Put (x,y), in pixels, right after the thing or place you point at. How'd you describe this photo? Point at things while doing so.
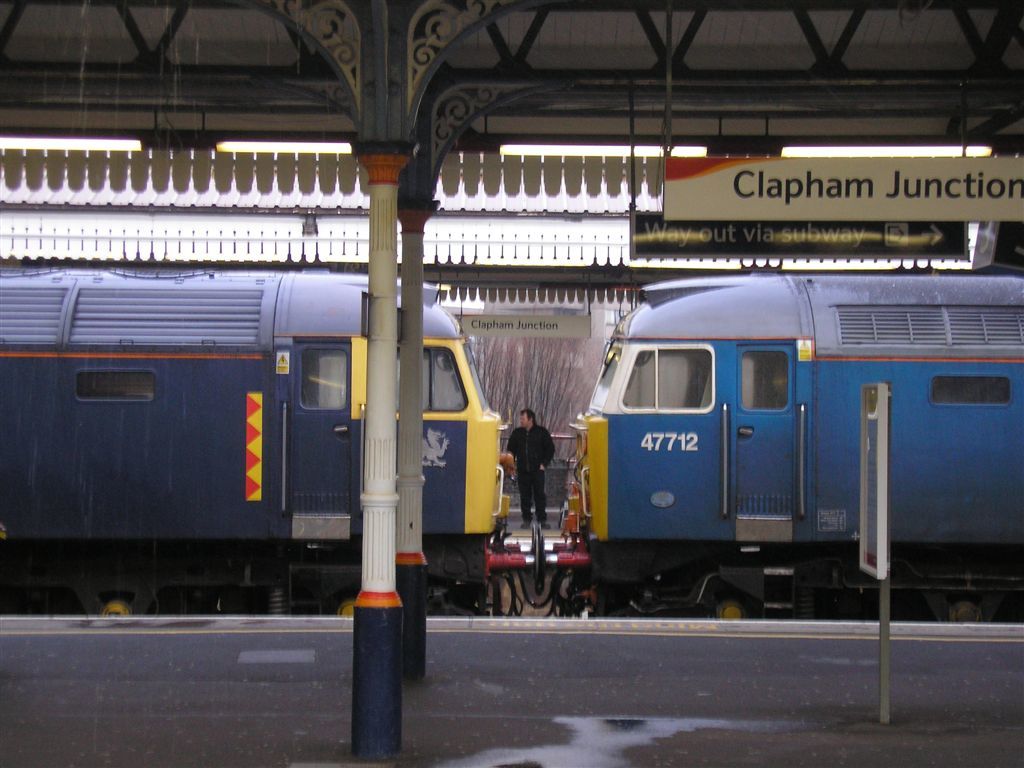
This picture shows a train (466,485) and we see platforms (519,694) on both sides of the train (623,450). We see a man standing on the platform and couple of name boards (501,324) hanging and we see an advertisement board (880,477) to a pole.
